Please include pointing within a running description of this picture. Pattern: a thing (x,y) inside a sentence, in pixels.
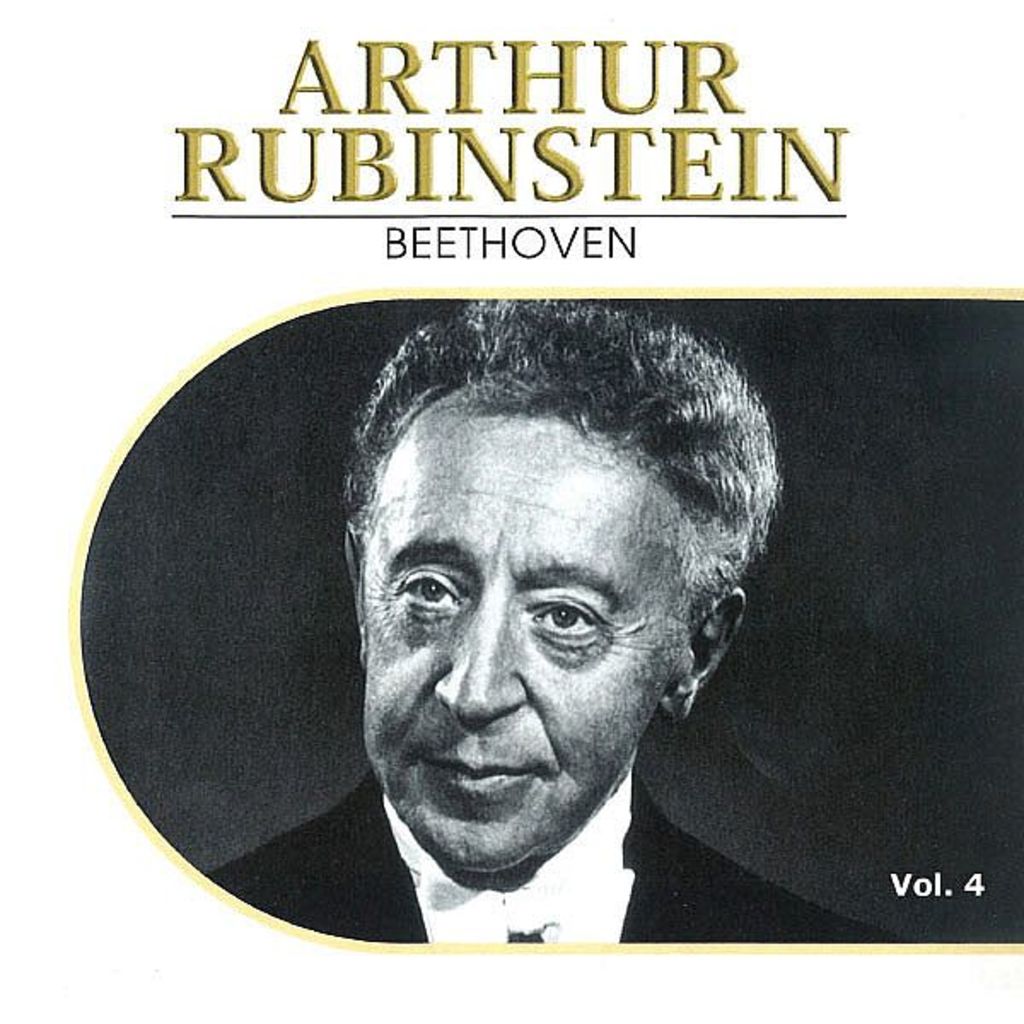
In this picture we can see a poster (505,888). In this poster (244,782), we can see a person (749,420).
